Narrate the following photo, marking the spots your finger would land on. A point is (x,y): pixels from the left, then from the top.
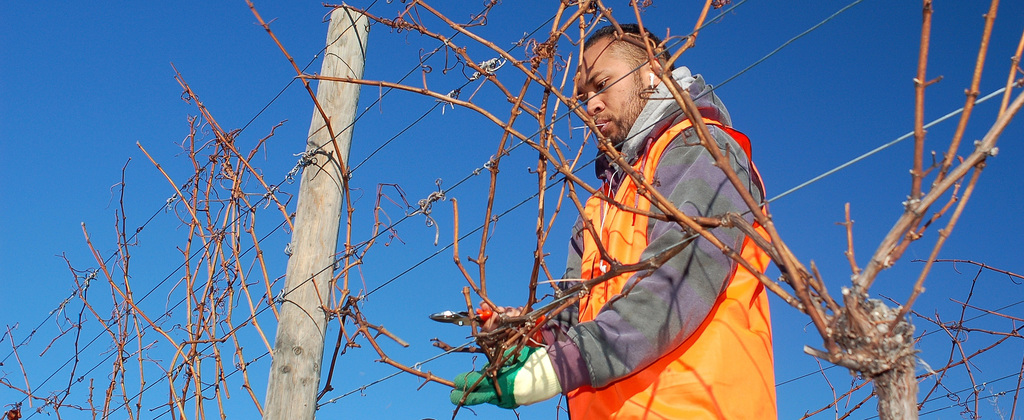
In this picture I can see a man (591,239) in the middle (642,229), he is cutting the branches (491,186) and also he is wearing a coat (672,328). At the top (479,136) there is the sky (510,181).
